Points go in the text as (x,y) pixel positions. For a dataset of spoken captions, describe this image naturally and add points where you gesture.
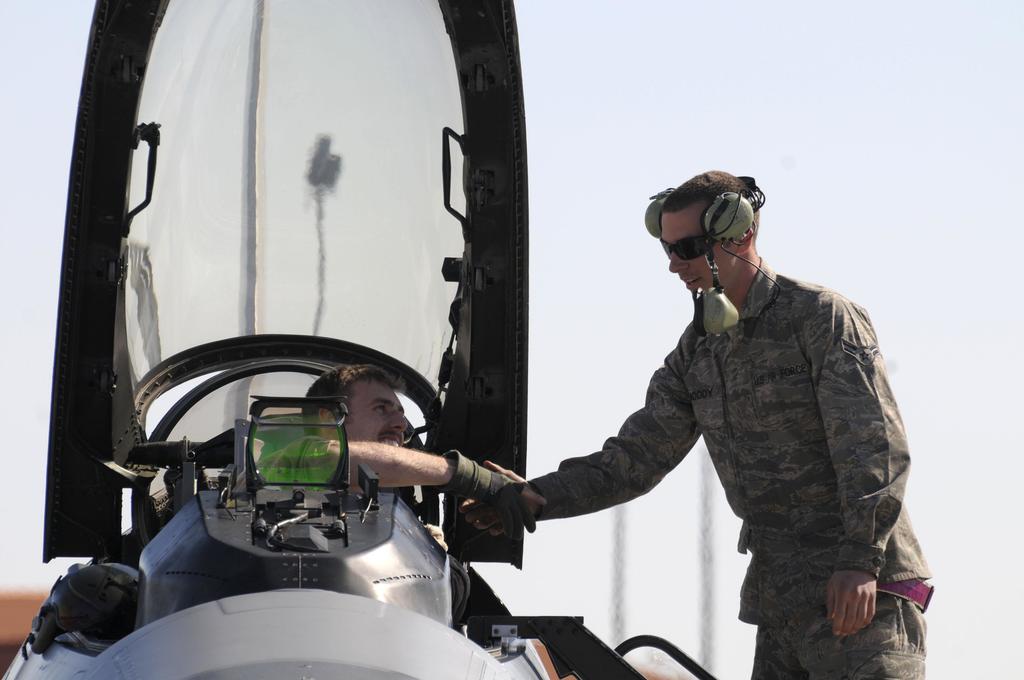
In this image, on the right side (732,278), we can see a man (895,409) standing and wearing a headset (742,224) and the man (803,552) is also standing in front of a vehicle (516,459). In the vehicle (296,442), we can see a person (400,458) sitting and holding the hand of a another person (641,447). In the background (818,256), we can see a sky (825,175) and two poles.
